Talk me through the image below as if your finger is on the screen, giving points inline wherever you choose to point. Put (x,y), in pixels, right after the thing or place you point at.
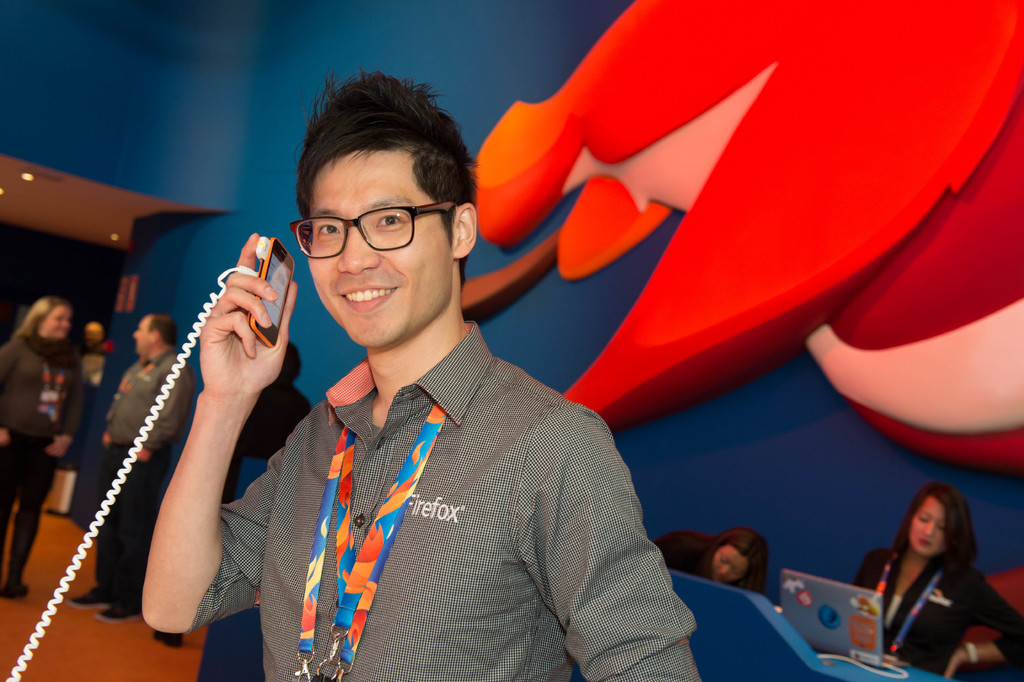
At the bottom of this image (477,531), there is a person (545,457), holding a mobile (267,333) which is connected to a white color cable (88,534), wearing a spectacle (393,249), smiling and standing. In the background (929,613), there are other persons (959,620). One of them is sitting in front of a laptop (870,615), which is on a blue color table (758,604), above that person (938,589), there is an orange color sculpture (808,46), there is a blue color wall (273,168) and other objects (63,217).
